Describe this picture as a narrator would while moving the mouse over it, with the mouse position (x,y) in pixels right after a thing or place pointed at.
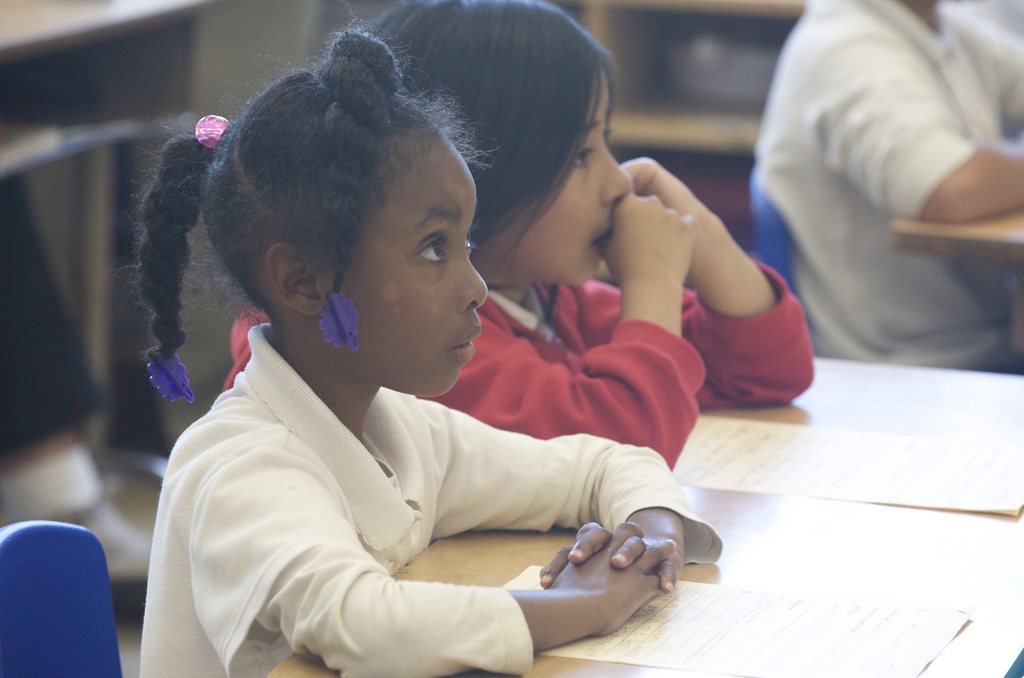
In this image, we can see two girls (525,428) are sitting. Here we can see table (506,556). On top of that, few papers (780,609) are placed. Background (16,257) we can see blur view. On the right side (809,124) top of the image (858,145), we can see human (881,214) is sitting on a blue chair (770,227).
